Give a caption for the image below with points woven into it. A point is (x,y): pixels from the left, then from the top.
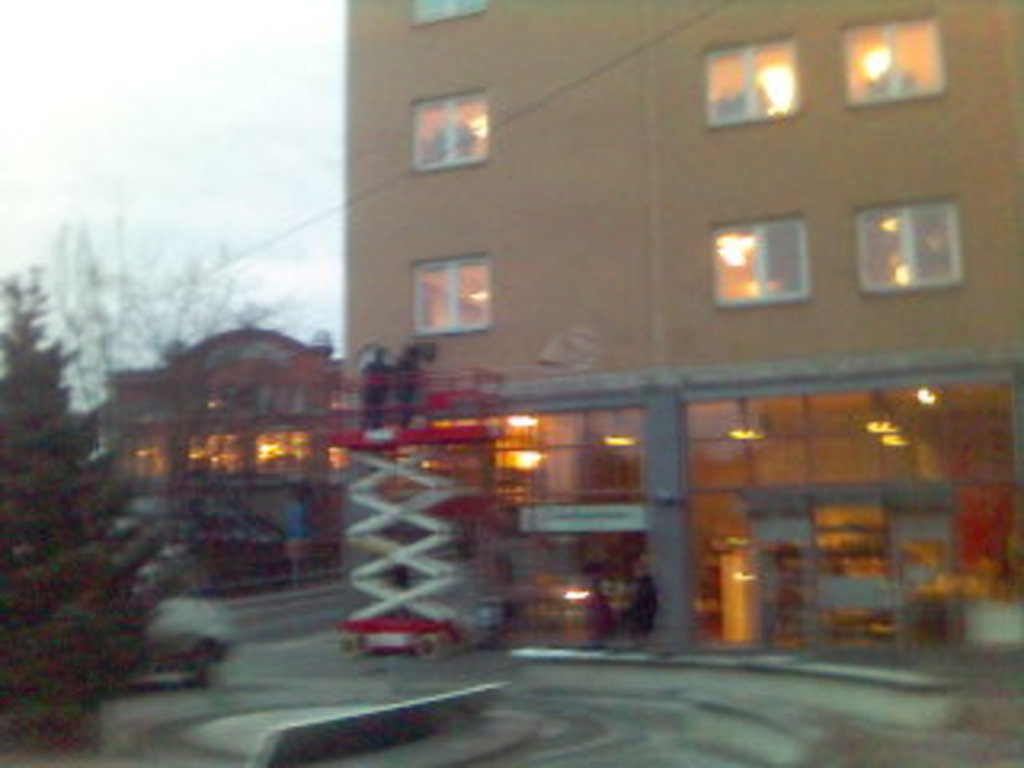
It is a blurry image. In this image I can see buildings (470,230), trees (271,317), vehicle (179,612), people (372,369), lights (282,451), sky (308,259) and objects (446,525).
